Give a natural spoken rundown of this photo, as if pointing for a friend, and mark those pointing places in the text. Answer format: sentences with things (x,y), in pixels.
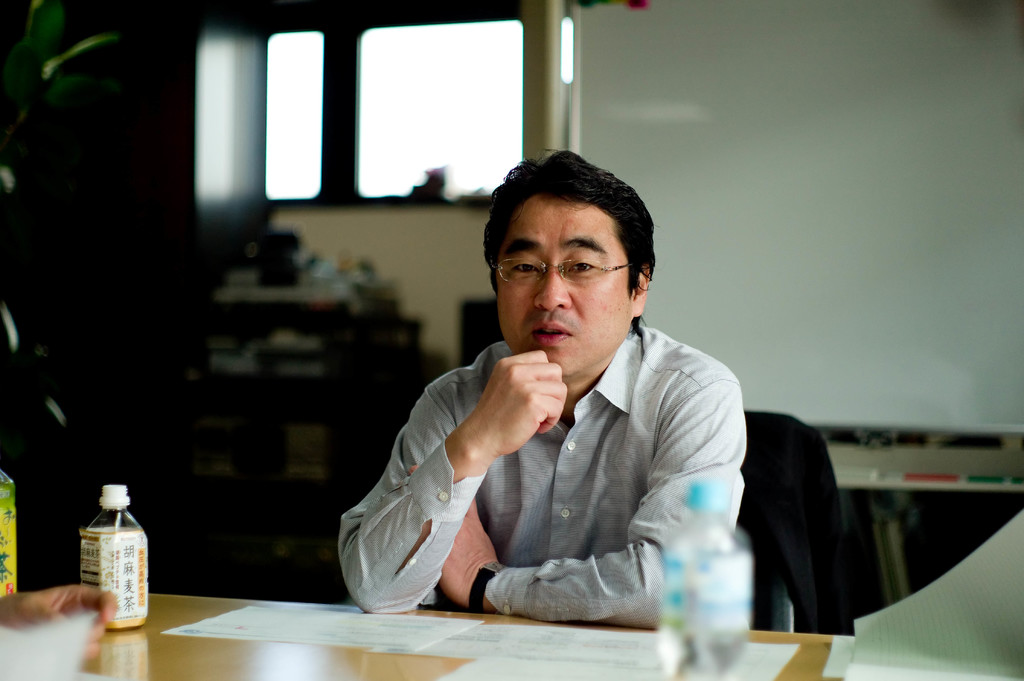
A man (531,467) is sitting on the chair (776,507) placed his hands (472,581) on the table (203,611). There are few bottles (112,553) and papers (946,612) on the table (409,672). In the background (370,62) we can see window (404,108) and a screen (834,214).
